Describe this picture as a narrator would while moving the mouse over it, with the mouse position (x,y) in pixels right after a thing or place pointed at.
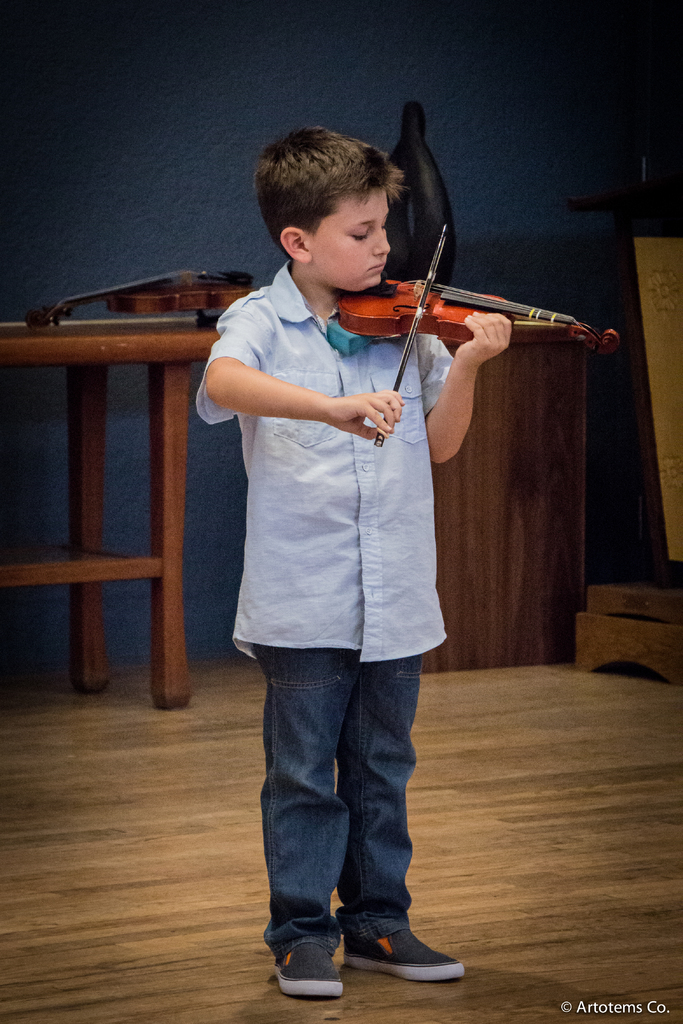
In this image has a boy (314,282) playing a violin (355,332) is a wearing blue shirt (325,639) and jeans (302,903), shoes (299,961). At the left side (109,357) there is a table (105,375) on which violin (222,295) is placed. At the right side (481,514) there is another table (528,347) on which idol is kept.
